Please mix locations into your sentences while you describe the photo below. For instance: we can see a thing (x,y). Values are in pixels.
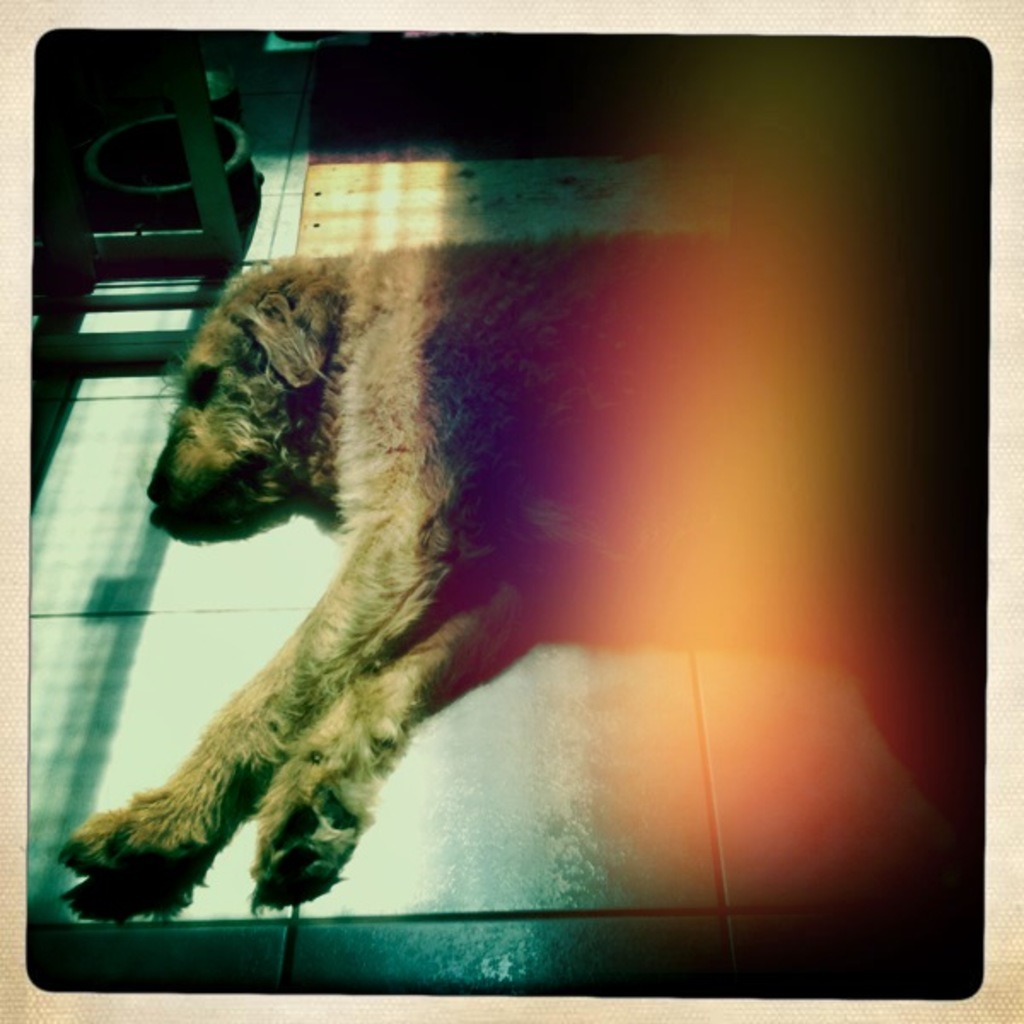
In this picture we can see a dog (393,604) lying on a platform (679,202), bowl (244,136), rod (196,163) and in the background (603,114) it is dark.
